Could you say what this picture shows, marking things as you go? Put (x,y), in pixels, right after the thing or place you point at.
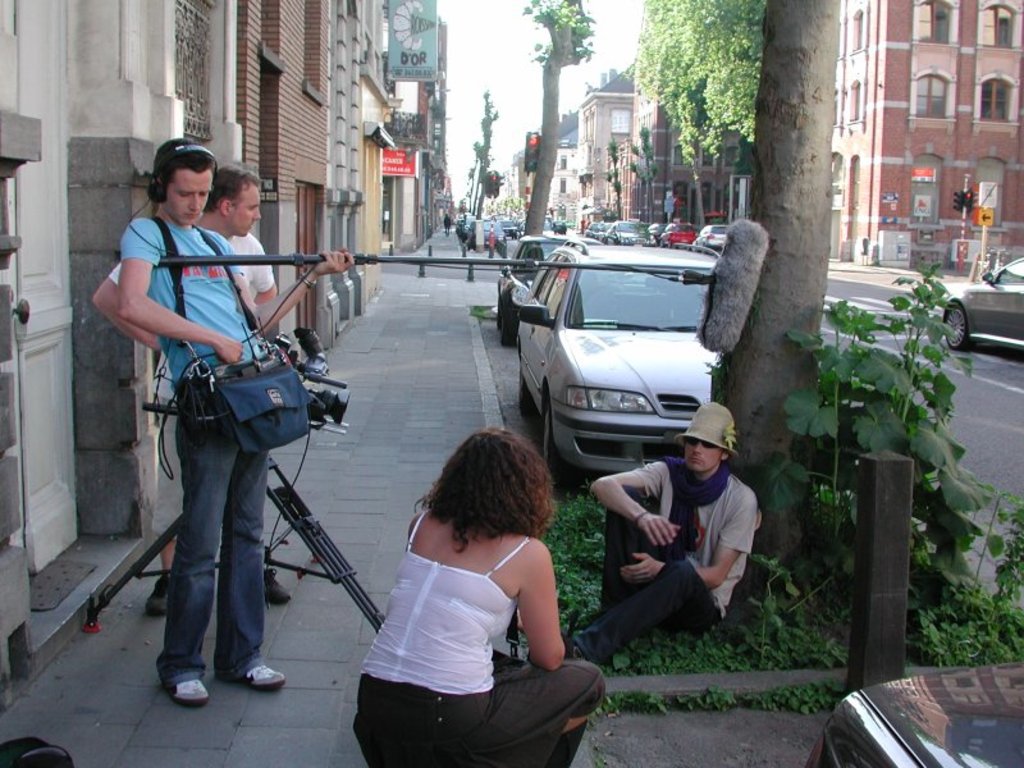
In this image I can see the group of people (255,572) with different color dresses (232,542). I can see one person (234,457) holding the bag (260,398) and also a stick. To the side of these people (312,279) I can see many vehicles (636,333) on the road (875,289). To the side of the road (866,304) there are many trees (810,308), poles (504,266) and the buildings (285,242) with boards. In the background (485,62) I can see the sky (477,75).
